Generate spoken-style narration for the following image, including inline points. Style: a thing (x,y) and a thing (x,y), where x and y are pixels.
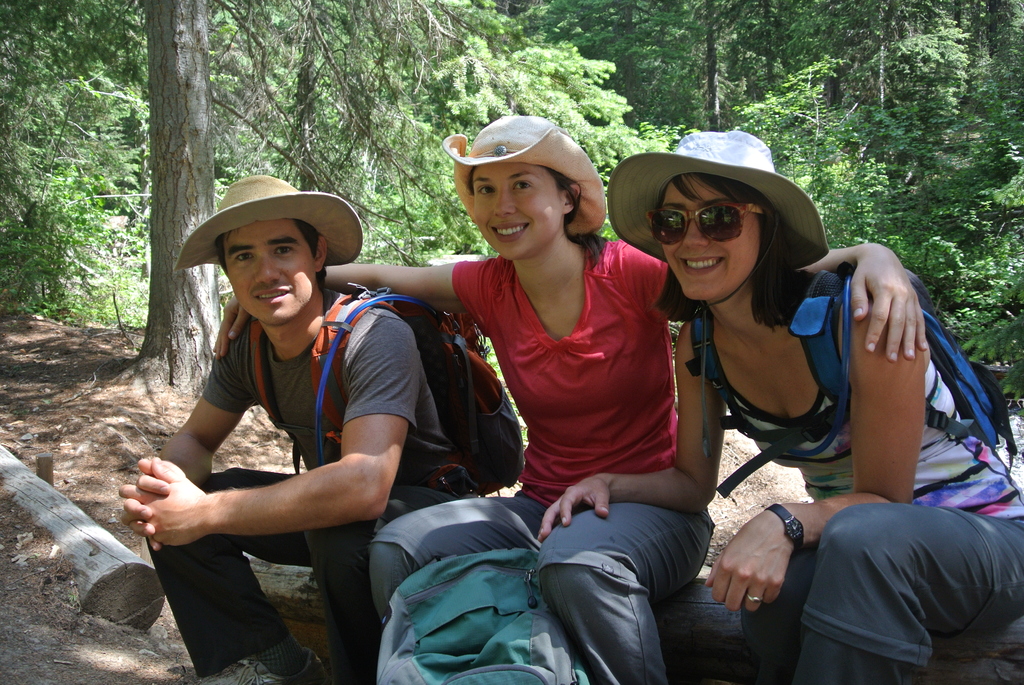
In this picture we can see bags (933,355), three people (302,334) wore hats (747,169), sitting on a wooden log (994,654) and smiling. In the background (931,55) we can see trees (425,141).
